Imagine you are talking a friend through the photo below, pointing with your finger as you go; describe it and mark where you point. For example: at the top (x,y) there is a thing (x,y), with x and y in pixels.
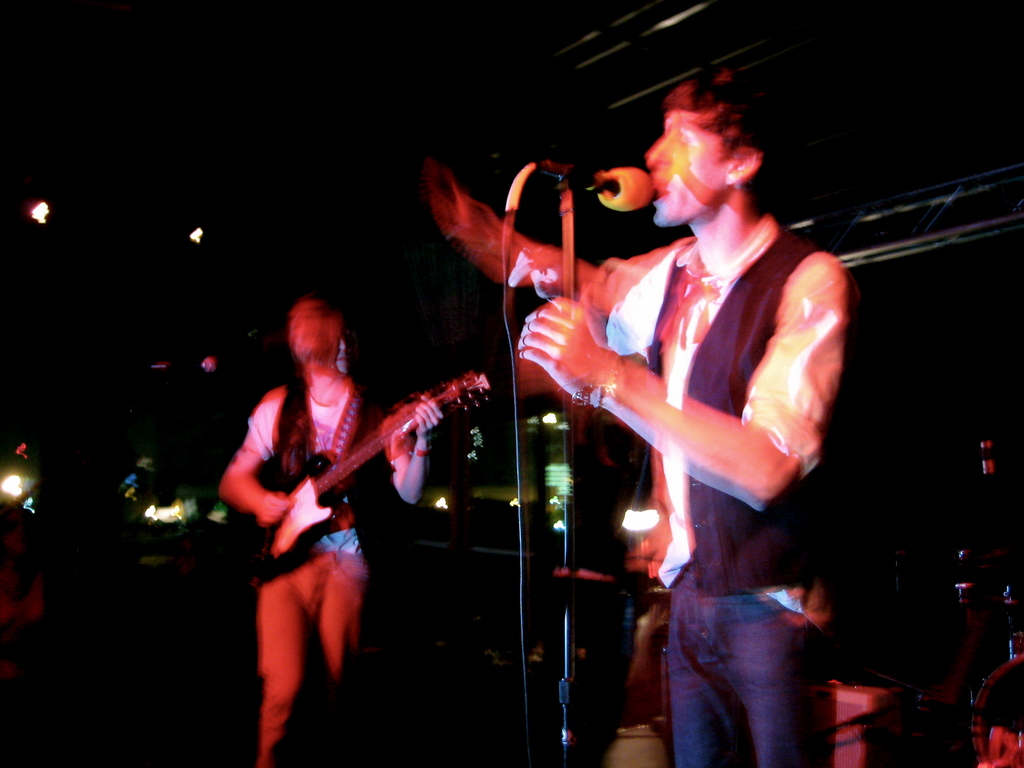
The person (728,363) in the right (744,379) is standing and singing in front of a mic (600,187). The person (291,442) in the left (291,463) is playing guitar (340,477).
